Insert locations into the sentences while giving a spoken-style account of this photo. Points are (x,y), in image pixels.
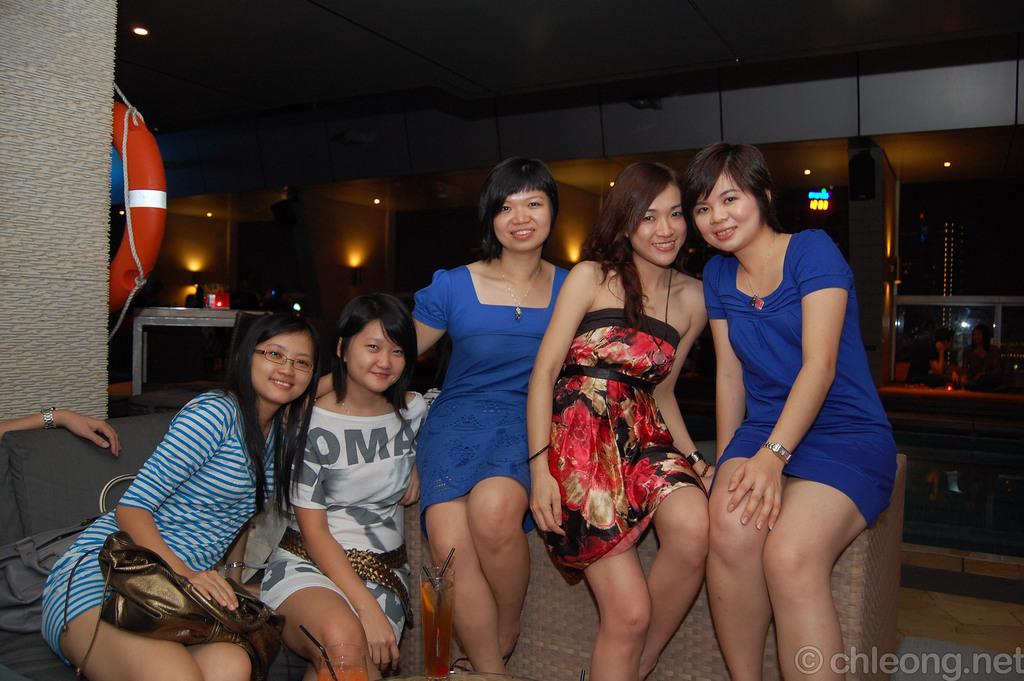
In this picture we can see few women (292,551) sitting on a sofa (560,666). There is a woman (198,556) on left side (92,621) kept a bag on her lap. There are some lights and few people (978,336) are visible in the background (808,170). A red object (113,113) is visible on left side (125,107).
